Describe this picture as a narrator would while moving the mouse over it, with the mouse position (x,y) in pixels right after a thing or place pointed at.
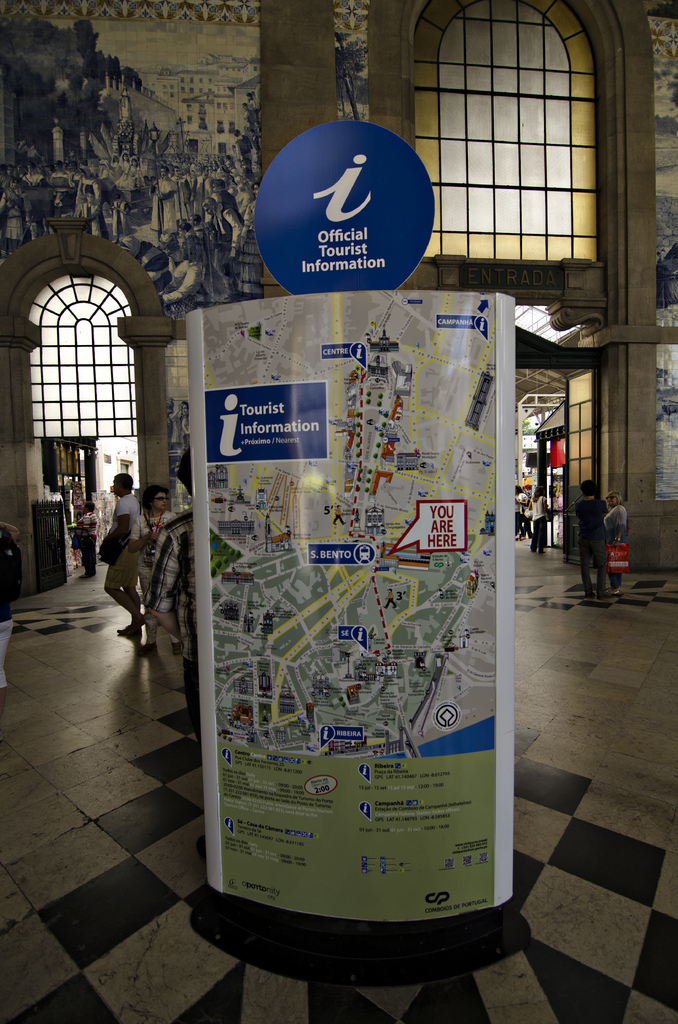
This is an inside view of a building (33,468). In this image, we can see a banner (314,642) with stand (393,944) on the floor (332,991). In the background (61,547), we can see people (618,524), door (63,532), glass objects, gate (61,556), posters (663,193), stalls (536,481) and few things (72,549).
